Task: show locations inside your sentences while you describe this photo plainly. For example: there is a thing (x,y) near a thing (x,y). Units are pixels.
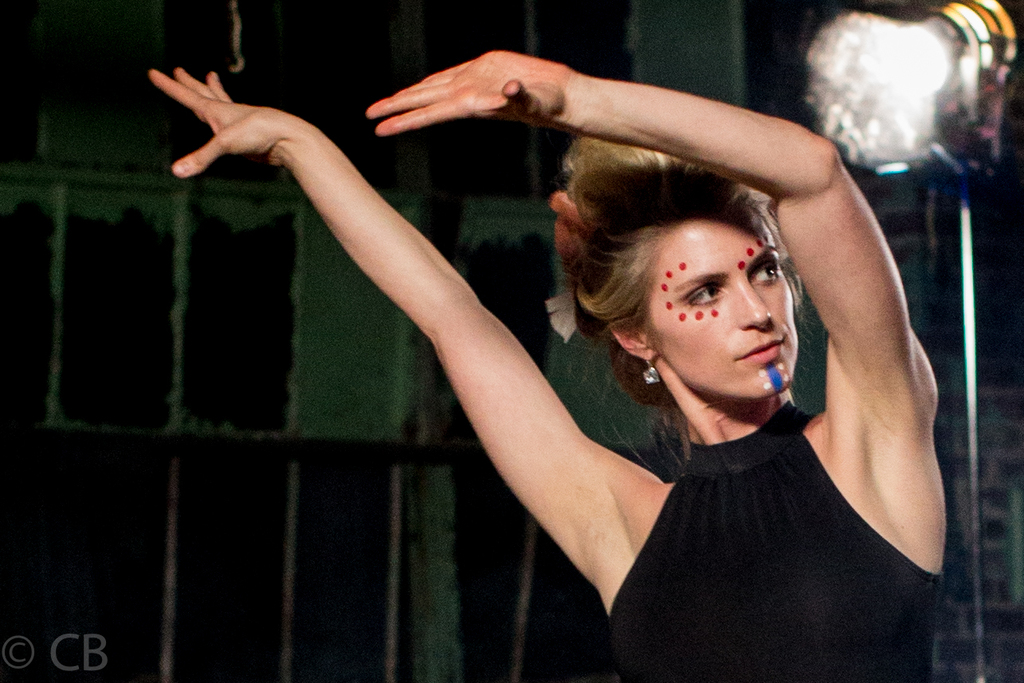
This image consists of a woman (483,361) wearing black dress (833,489) and dancing. To the right (910,128), there is a stand (969,249) to which a light (947,147) is fixed. In the background (439,52), there is a wall (159,102).
